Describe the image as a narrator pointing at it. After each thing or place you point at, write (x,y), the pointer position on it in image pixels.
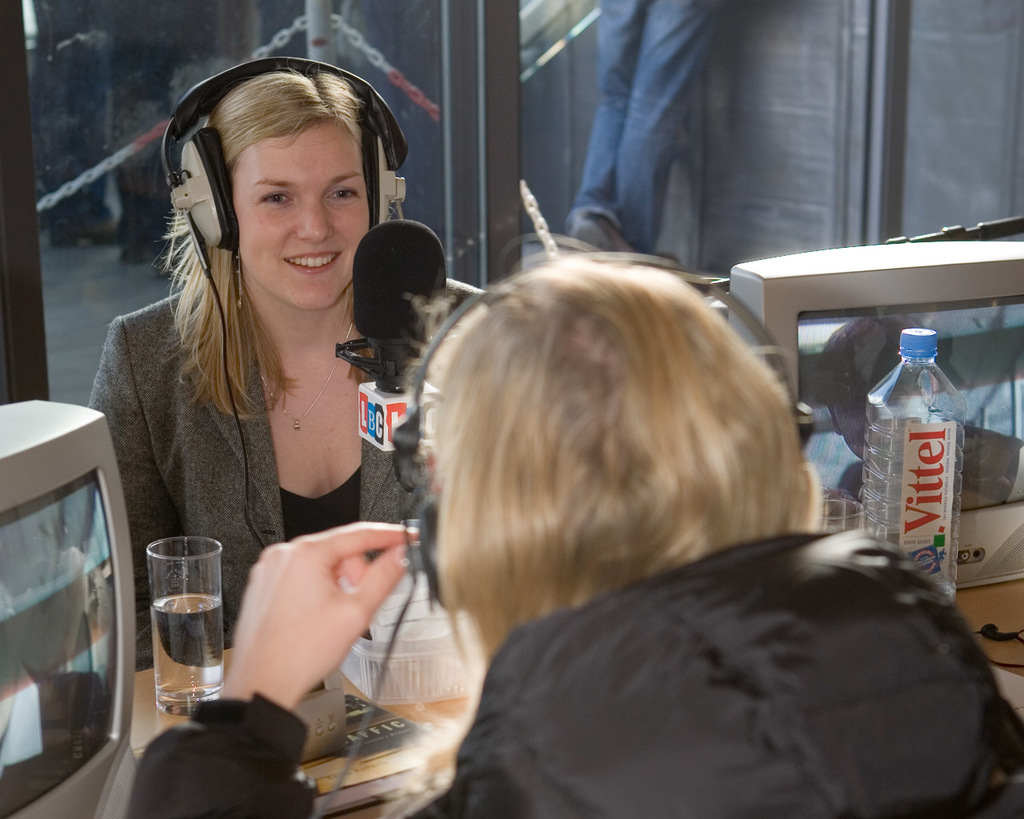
In the image we can see there are two people (523,670) who are sitting and there is a mic (389,361) in between them and a girl (318,211) is wearing headphones (409,458).
